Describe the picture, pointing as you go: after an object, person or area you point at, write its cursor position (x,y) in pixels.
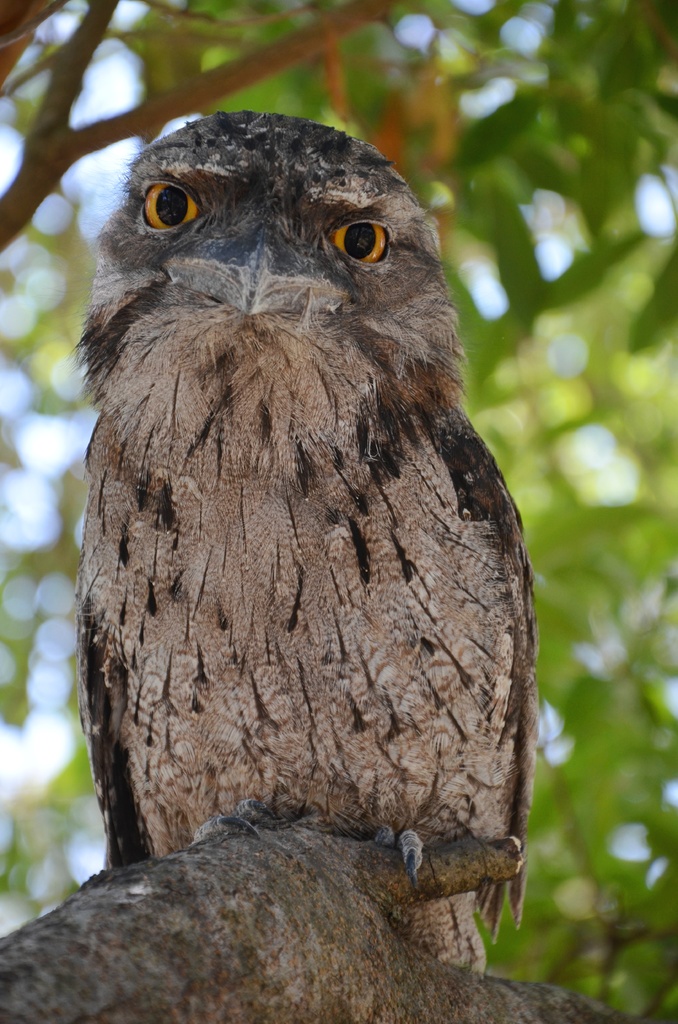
In the foreground (137,842) I can see a bird (131,851) is sitting on the branch (337,878) of a tree (335,838). In the background (560,815) I can see trees (450,50) and the sky (68,177). This image is taken may be during a day.
